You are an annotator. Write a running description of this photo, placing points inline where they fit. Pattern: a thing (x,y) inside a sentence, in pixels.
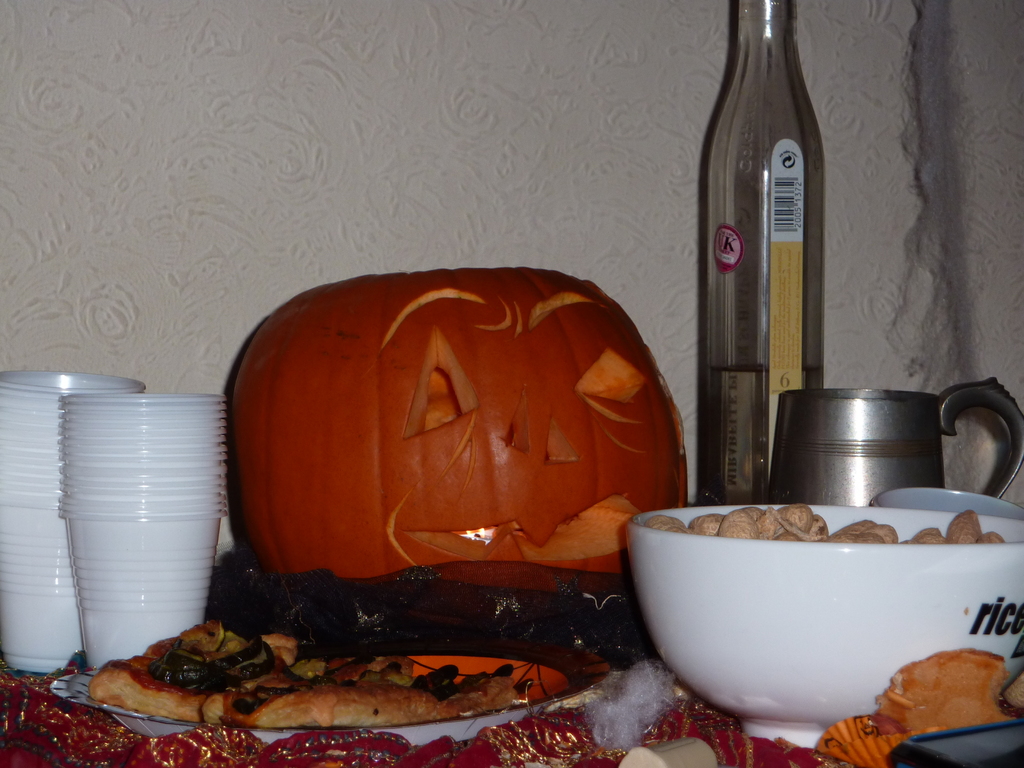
In this image there are cups (138,409), food (282,669) in the plate (479,722) and bowl (675,617), pumpkin (612,558) and bottle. At the bottom (687,731) there is a red color cloth (84,760).
